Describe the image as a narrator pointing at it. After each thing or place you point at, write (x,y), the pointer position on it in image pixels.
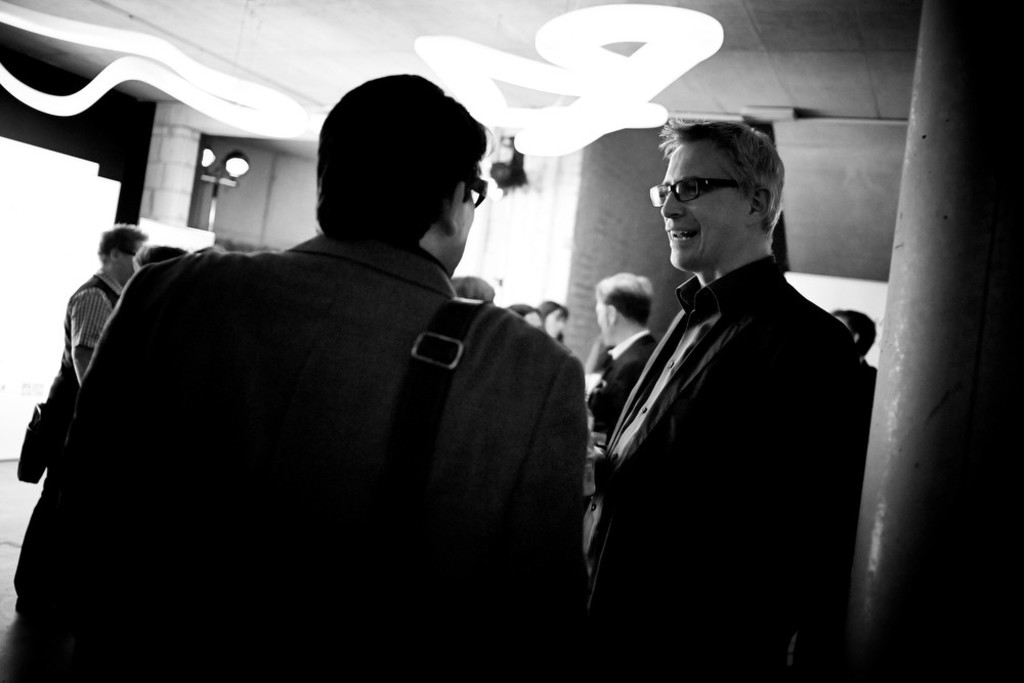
In the picture we can see two men (466,583) are standing with blazers (503,582) and smiling and behind them, we can see some people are standing and talking to each other and in the background (641,146), we can see a wall (621,142) with lights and to the ceiling (688,114) also we can see a designed light (458,59).
